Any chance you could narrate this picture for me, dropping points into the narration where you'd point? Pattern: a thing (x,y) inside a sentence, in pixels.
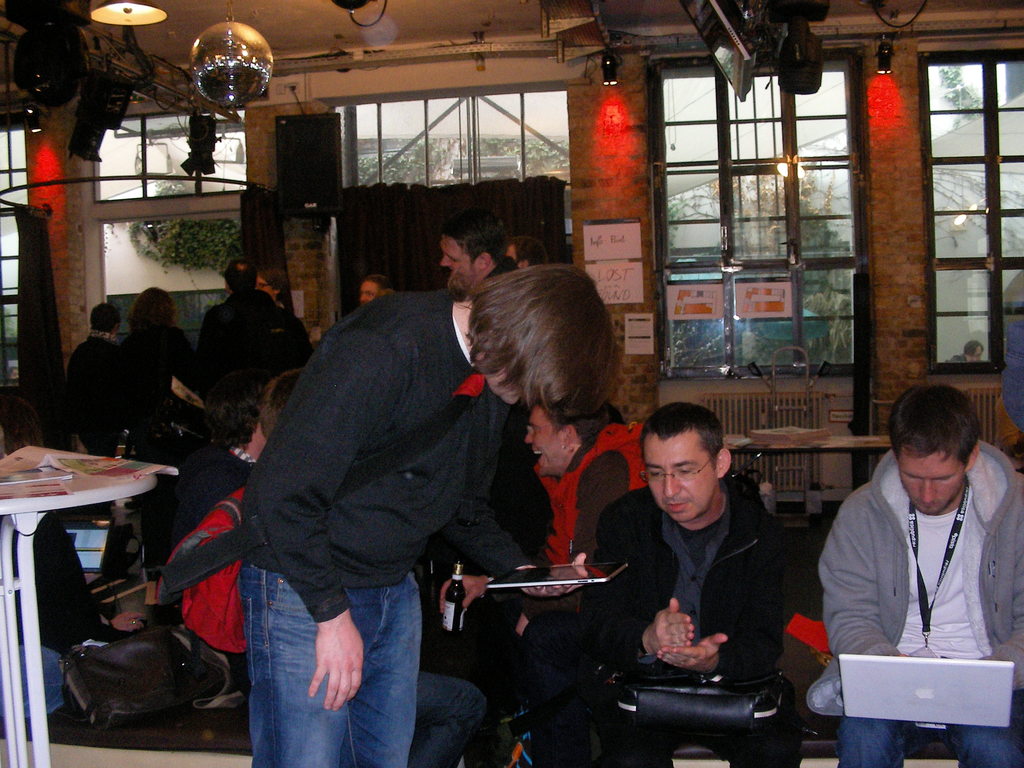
In this image I see lot of people (69,393) in which few of them are sitting and most of them are standing. I can also see that there are lights (196,141) and windows (843,136) on the wall (42,169).
